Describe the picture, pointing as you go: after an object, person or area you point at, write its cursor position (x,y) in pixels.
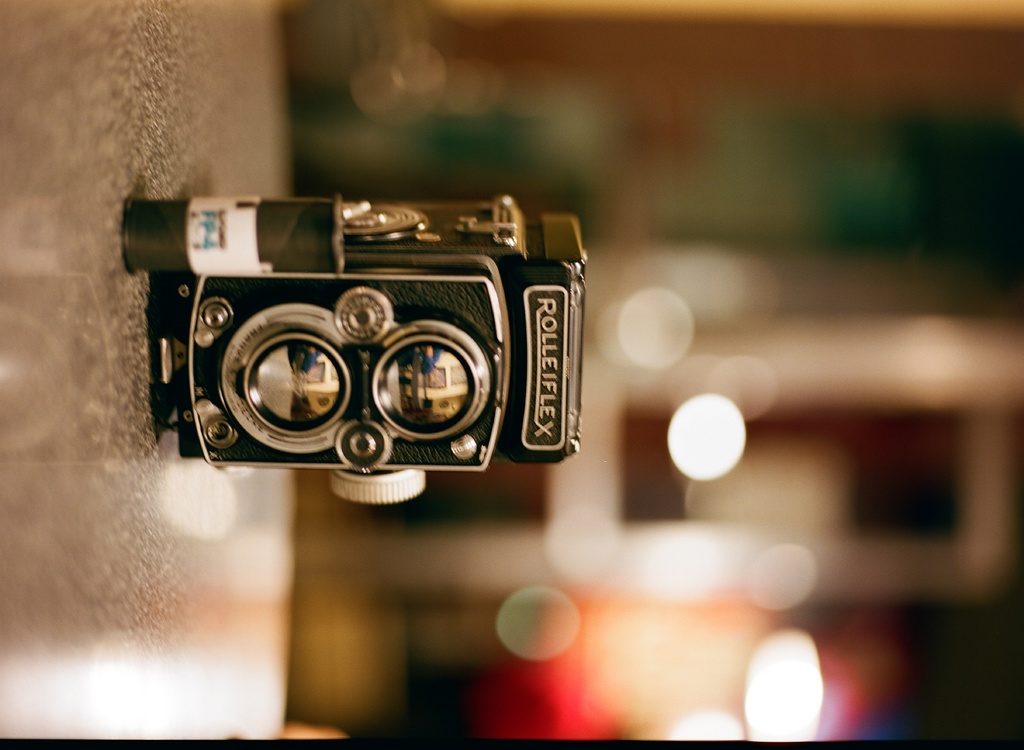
In the picture I can see camera (291,343) placed on the surface (118,312), back side we can see light focuses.
